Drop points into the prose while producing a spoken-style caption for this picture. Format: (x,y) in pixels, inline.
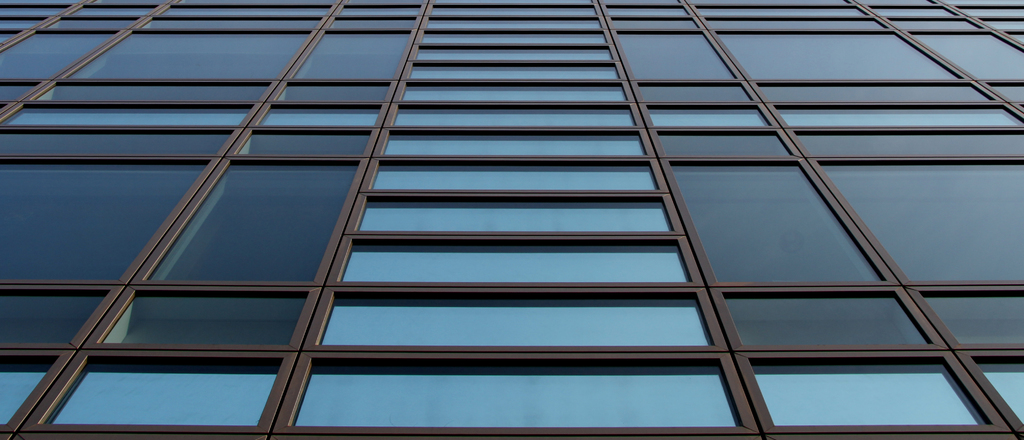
In this picture, it looks like a building (259,176) with glasses (140,192) and iron rods (729,55).
